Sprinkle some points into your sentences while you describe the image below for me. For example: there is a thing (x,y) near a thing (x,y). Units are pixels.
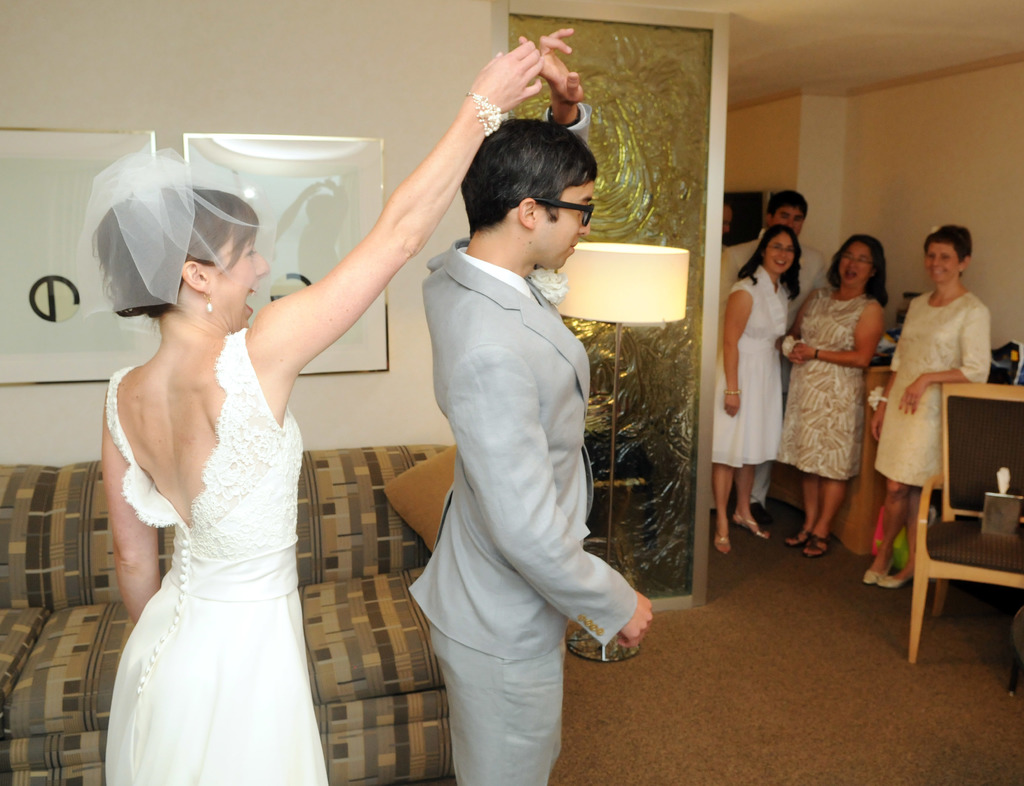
In this picture we can see there are two people (289,562) dancing on the floor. Behind the people (261,582) there is a sofa (350,546) and there are photo frames (273,188) on the wall (379,120). There is a lamp (614,390) and a chair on the floor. On the right side of the image (794,464) there are five people (754,296) standing on the floor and some objects (1000,505).
